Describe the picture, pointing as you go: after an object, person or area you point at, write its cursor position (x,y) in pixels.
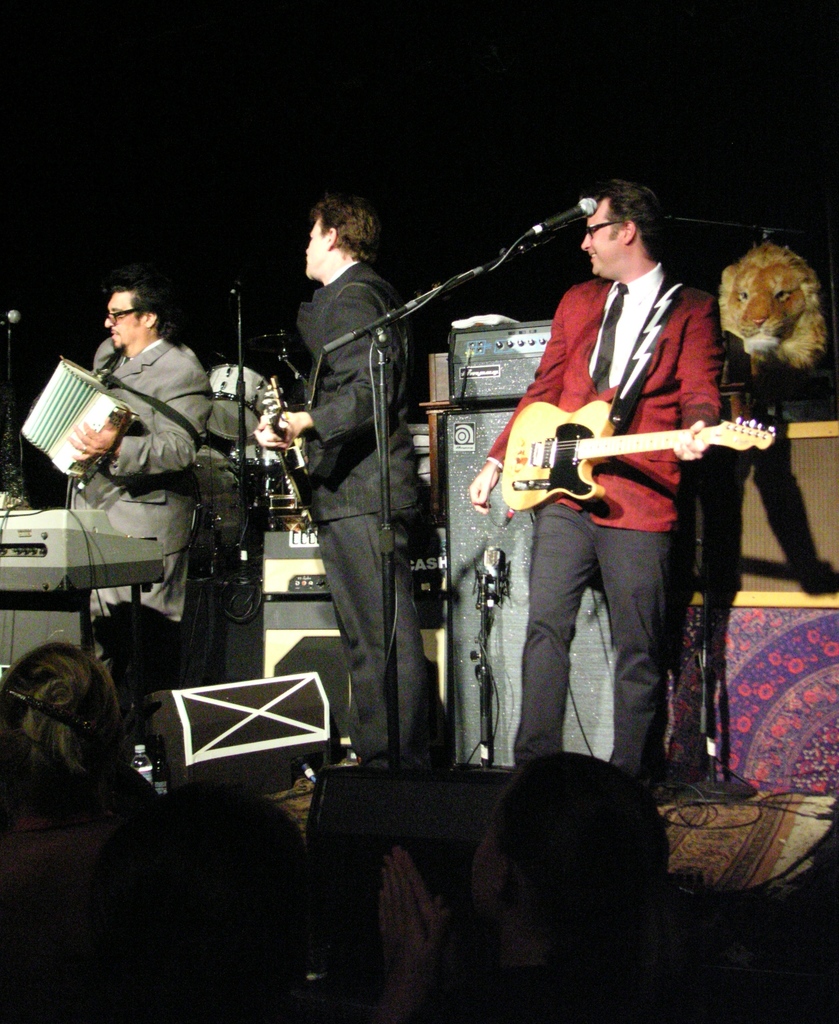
In this image there are three person (145,344) playing a musical instrument (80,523). There is a mic (533,228).
